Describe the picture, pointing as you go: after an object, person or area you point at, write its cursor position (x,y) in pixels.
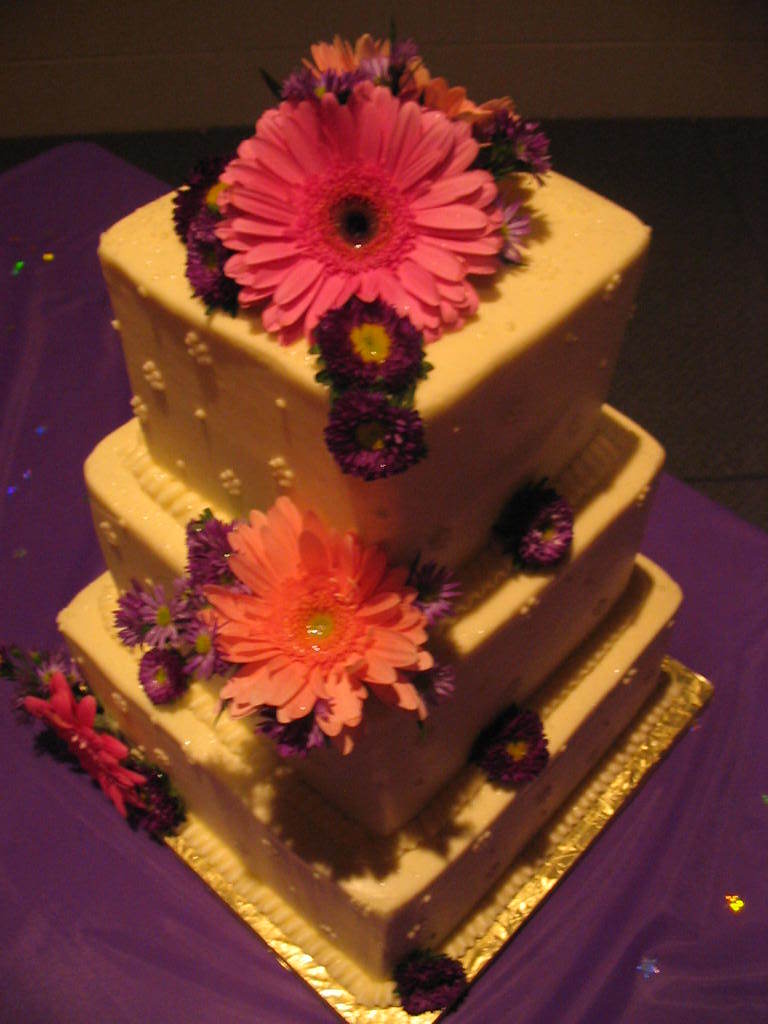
Here in this picture we can see three step cake (314,504) present over a place (185,935) and we can also see flowers (241,639) present on it.
